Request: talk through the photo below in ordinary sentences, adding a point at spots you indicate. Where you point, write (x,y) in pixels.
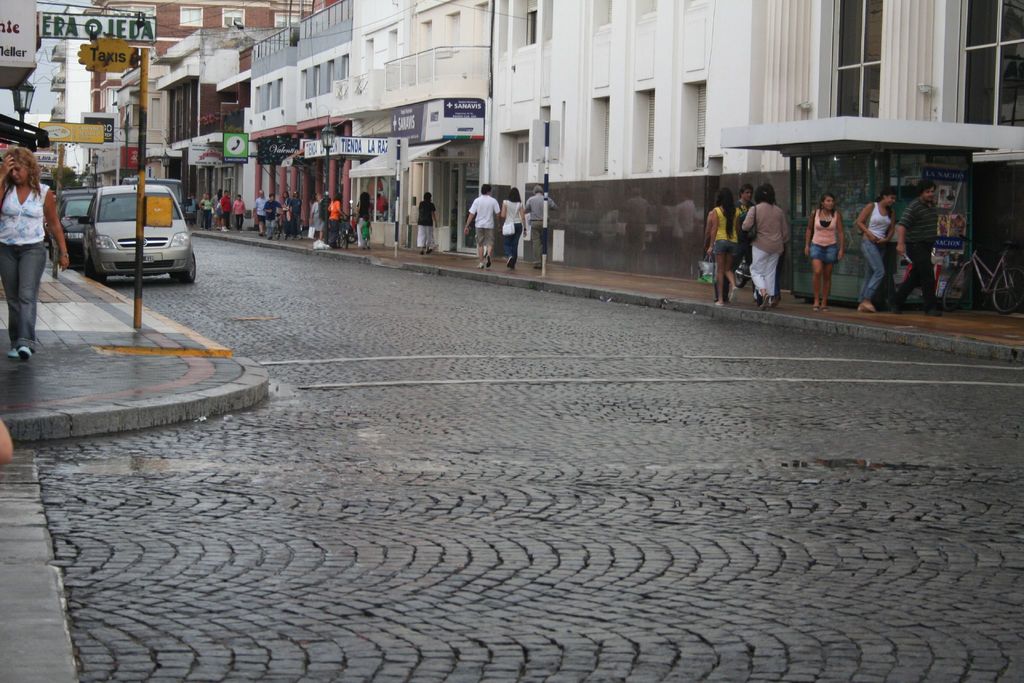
In this image there are group of persons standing and walking. On the left (136,225) there is a pole (136,258) and on the pole (137,273) there is a board (119,53) with some text (115,50) written on it. In the background (116,176) there are cars (122,192), persons (237,205), buildings (471,175) and there are boards (349,137) with some text (403,126) written on it.
